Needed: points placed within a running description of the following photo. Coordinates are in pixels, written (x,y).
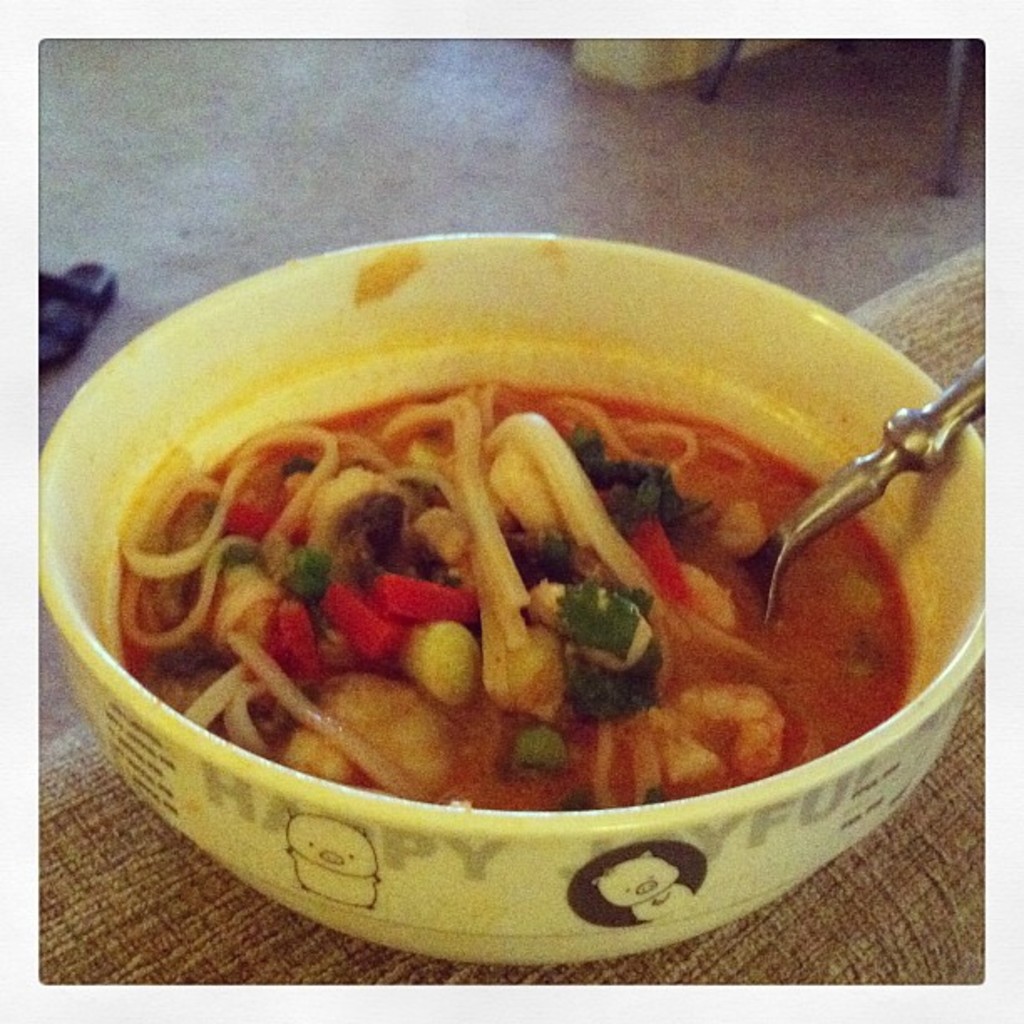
In this image I can see the bowl (544,819) with food (481,728). I can see the food (495,683) is colorful and I can see the spoon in the bowl (659,601). It is on the brown color surface (867,936). To the side I can see the footwear (43,299).
